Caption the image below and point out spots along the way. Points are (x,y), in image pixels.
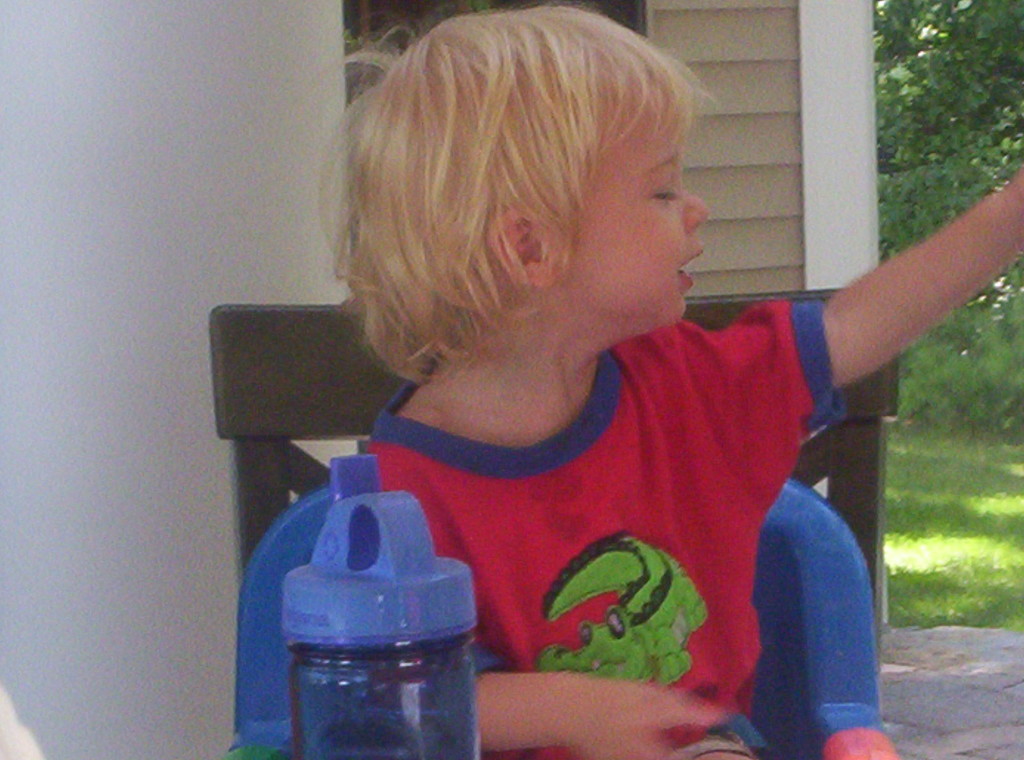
In this picture we can see a kid (737,399) sitting on the chair (767,629). This is bottle (345,590). On the background (179,188) there is a wall (148,159). And this is grass (967,532) and these are the trees (929,119).
